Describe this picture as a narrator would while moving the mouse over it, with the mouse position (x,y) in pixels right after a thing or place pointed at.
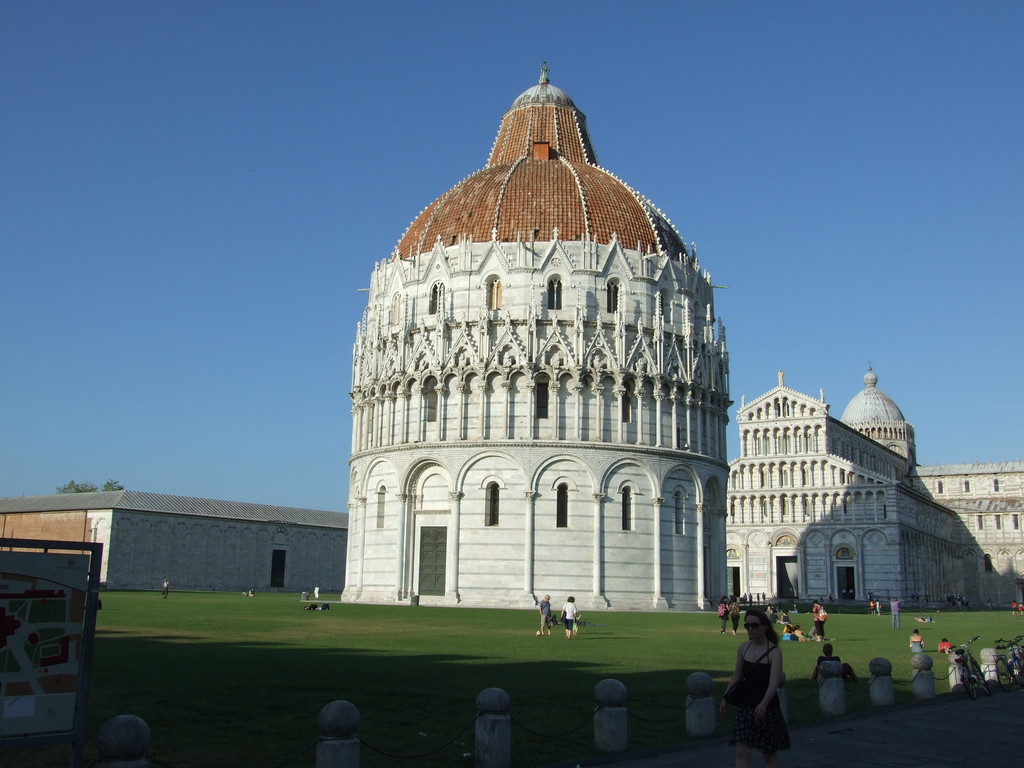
In the foreground of the picture (960,643) there are people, grass (944,684), road (674,766), board (67,610) and other objects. In the center of the picture (470,499) there are buildings (535,451) with different architectures. On the left (81,485) there is a tree (72,490). Sky (211,115) is clear and it is sunny.
